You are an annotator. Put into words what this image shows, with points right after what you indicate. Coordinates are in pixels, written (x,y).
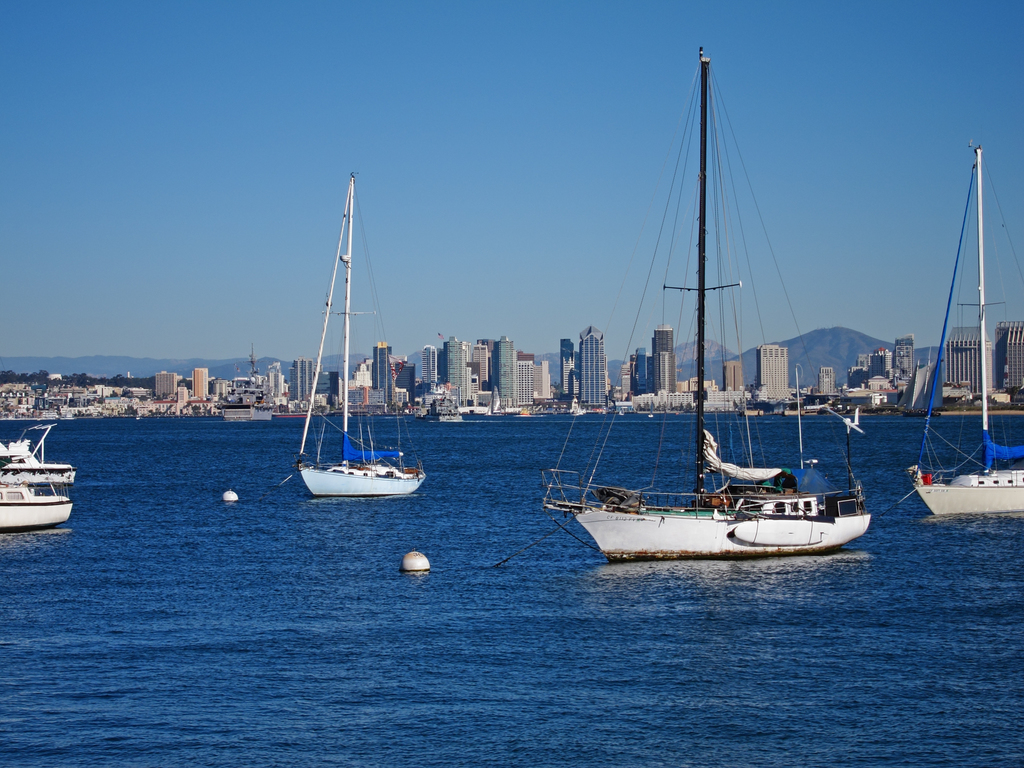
in this image there are many boats (997,469) on the water (544,448), and at the back (16,384) i can see there are many buildings (8,396), and background (279,178) is the sky (498,148).
